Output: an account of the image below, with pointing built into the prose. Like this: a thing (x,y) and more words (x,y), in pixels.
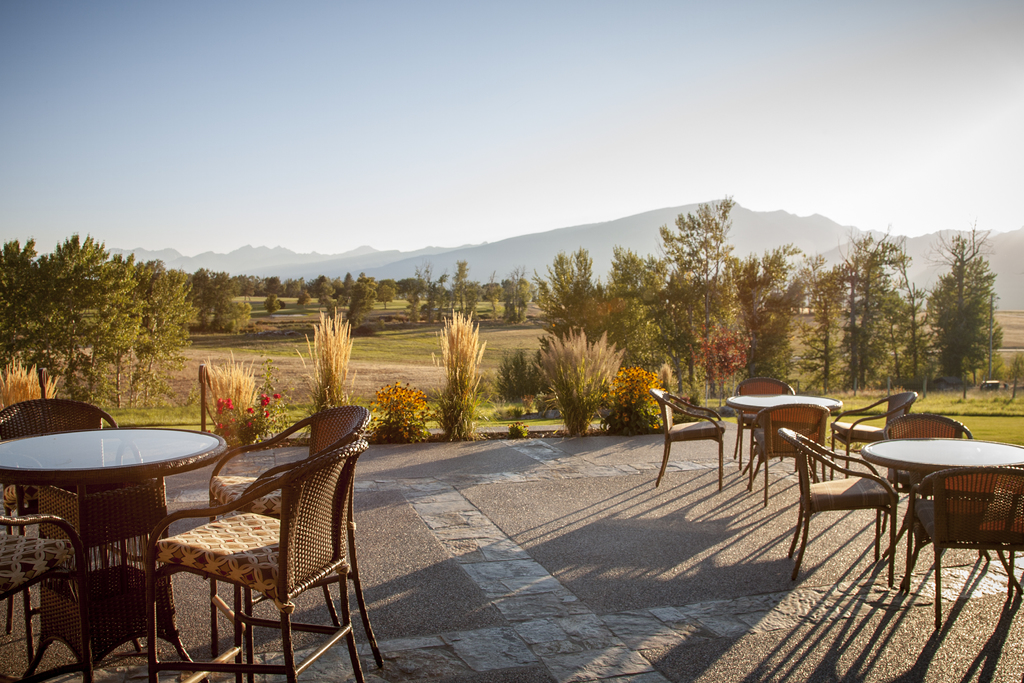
In this picture we can see tables (928,458) and chairs (848,476) on the floor (537,461), plants (584,427), trees (697,285), grass (914,411), mountains (487,278) and in the background (113,231) we can see the sky (543,39).
